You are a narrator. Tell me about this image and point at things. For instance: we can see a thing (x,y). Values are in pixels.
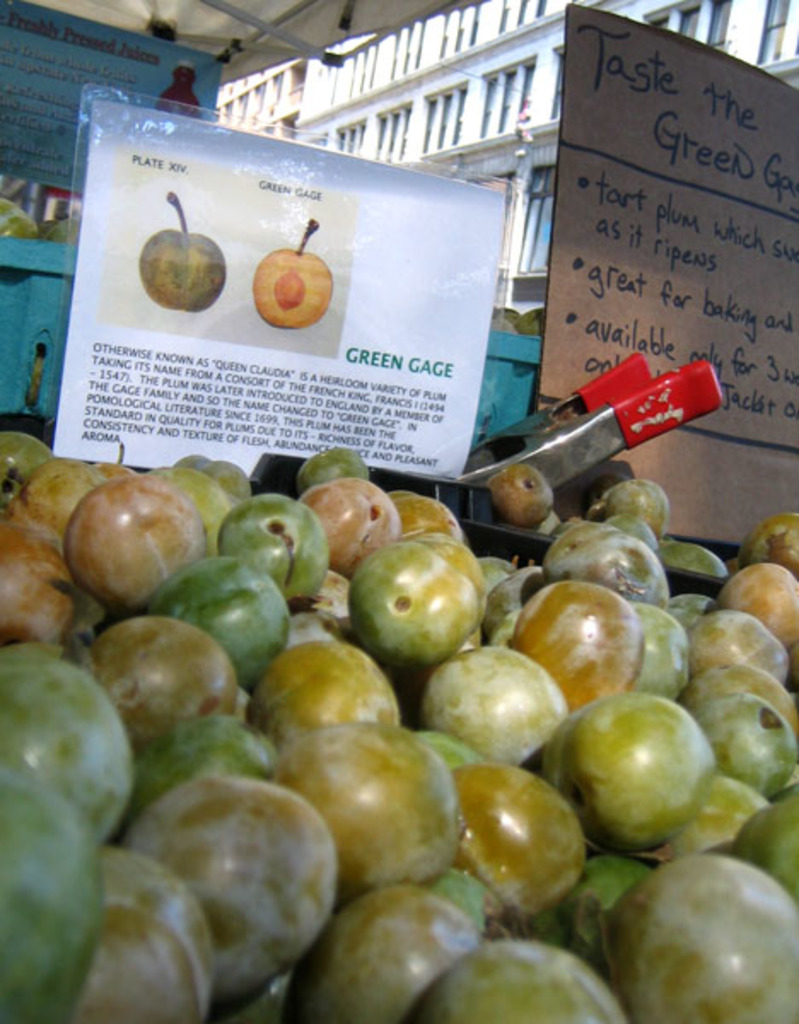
In this image I can see few fruits (301,773) and they are in green and brown color, background (643,138) I can see the cardboard sheet (619,214) and I can also see few boards (123,84) attached to the poles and the building (411,72) is in white color.
